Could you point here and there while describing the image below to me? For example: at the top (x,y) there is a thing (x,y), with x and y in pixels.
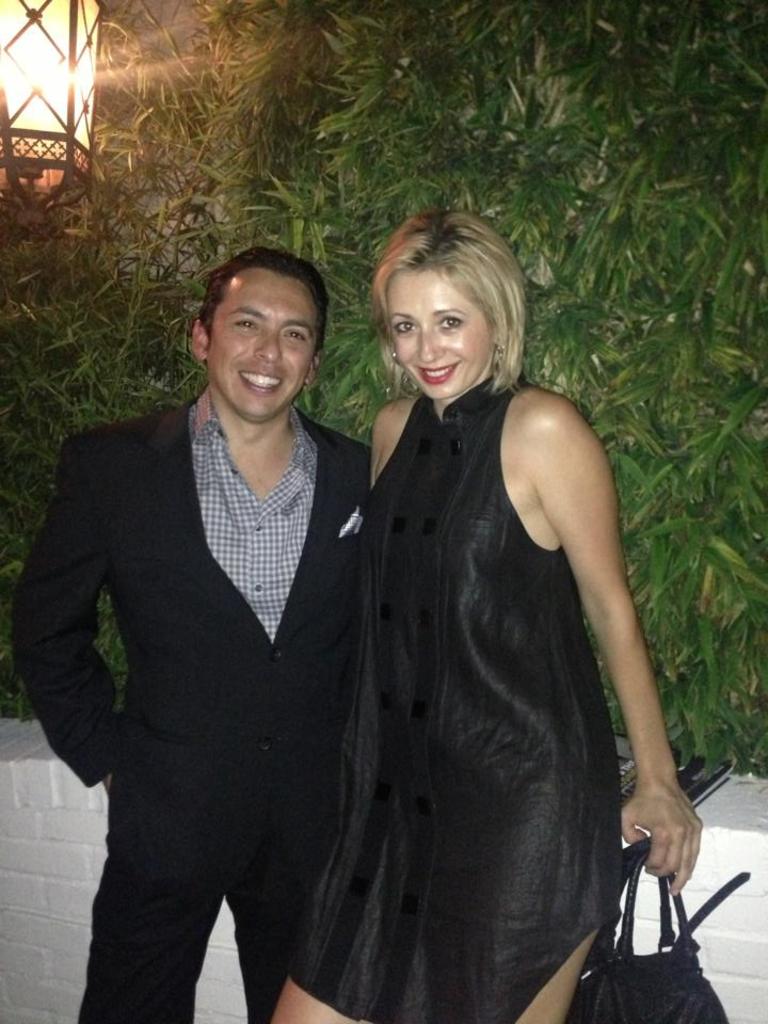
This 2 persons (506,483) are highlighted in this picture. This woman (499,614) wore black dress (411,575) and this man (179,559) wore black suit (184,571). Backside of this person (478,435) there are plants (559,146) and light (67,121). This woman (584,906) is holding a bag (690,1007).
